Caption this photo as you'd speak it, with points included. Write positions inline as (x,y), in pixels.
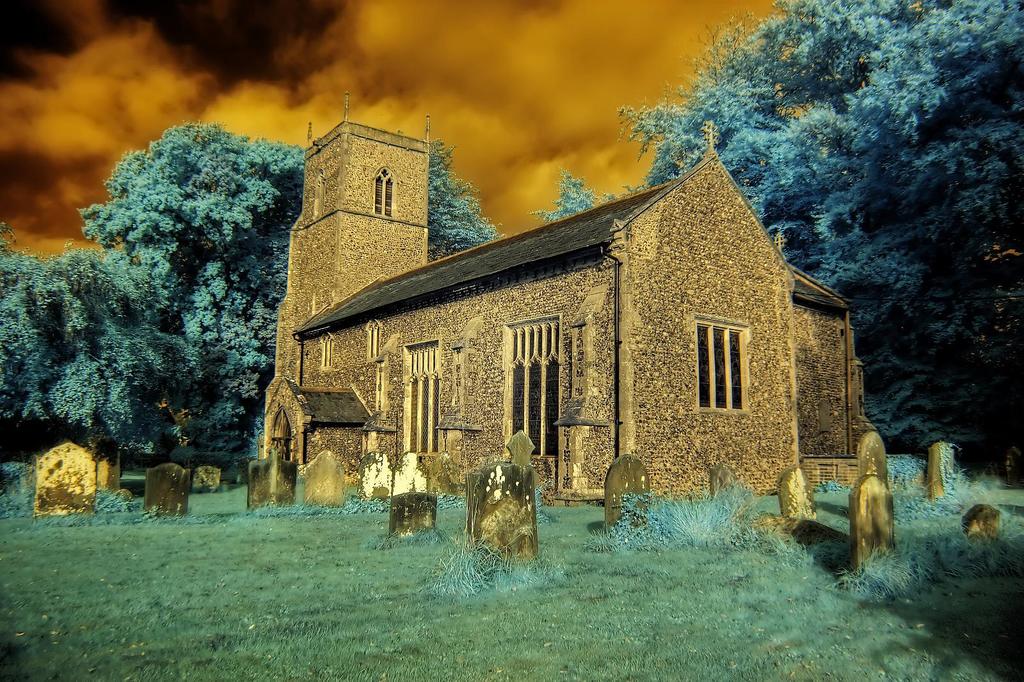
In the image it looks like some edited image, there is a building (381,291) and around that there are many graves (877,495) on the grass (111,503), in the background (286,149) there are many trees (890,96).
